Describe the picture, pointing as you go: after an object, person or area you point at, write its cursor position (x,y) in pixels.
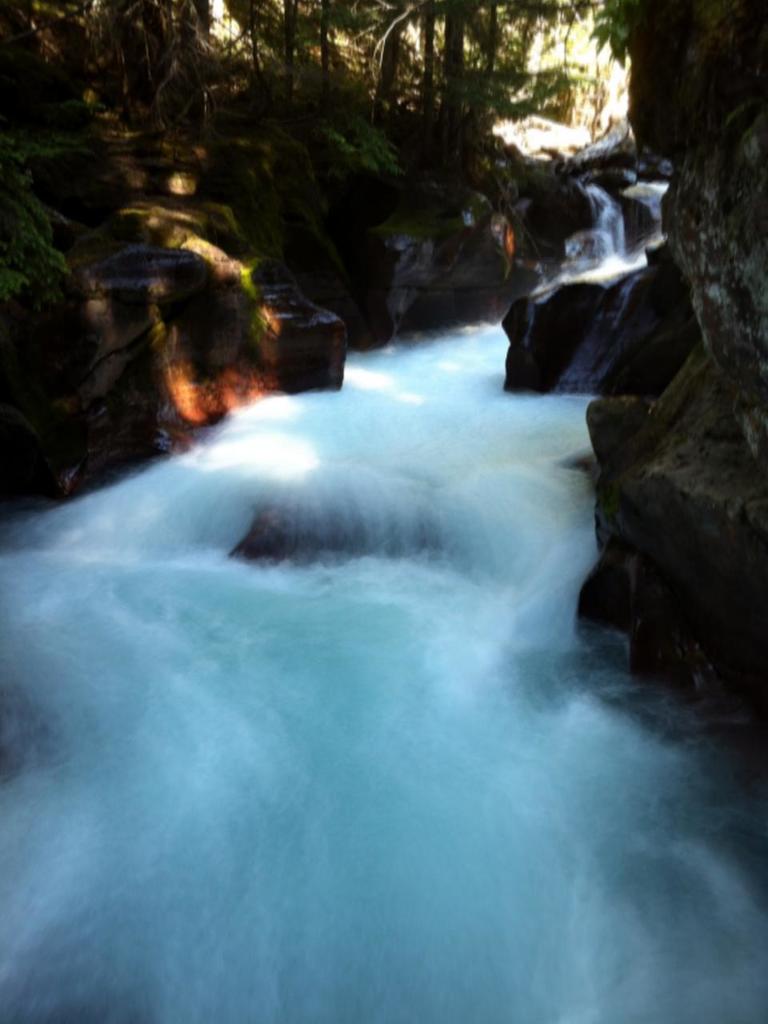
In this picture we can see water (405,708) at the bottom (365,724), in the background (428,316) we can see some trees (384,67) and rocks (573,359).
